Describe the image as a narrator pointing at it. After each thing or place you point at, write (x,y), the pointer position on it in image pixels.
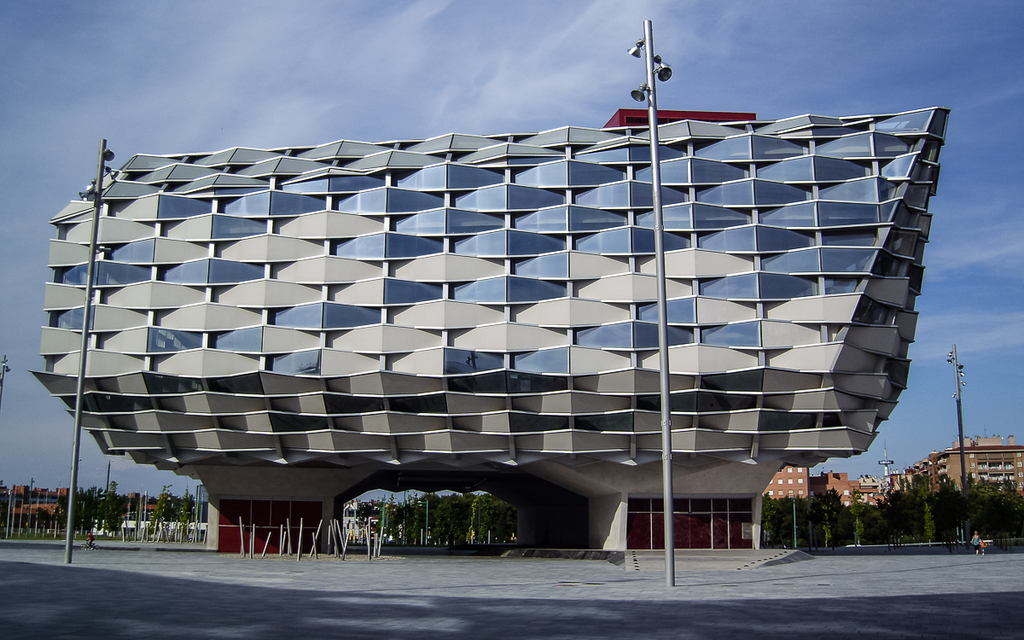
In this picture I can see a building (555,375) with different shapes, behind there are some buildings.
